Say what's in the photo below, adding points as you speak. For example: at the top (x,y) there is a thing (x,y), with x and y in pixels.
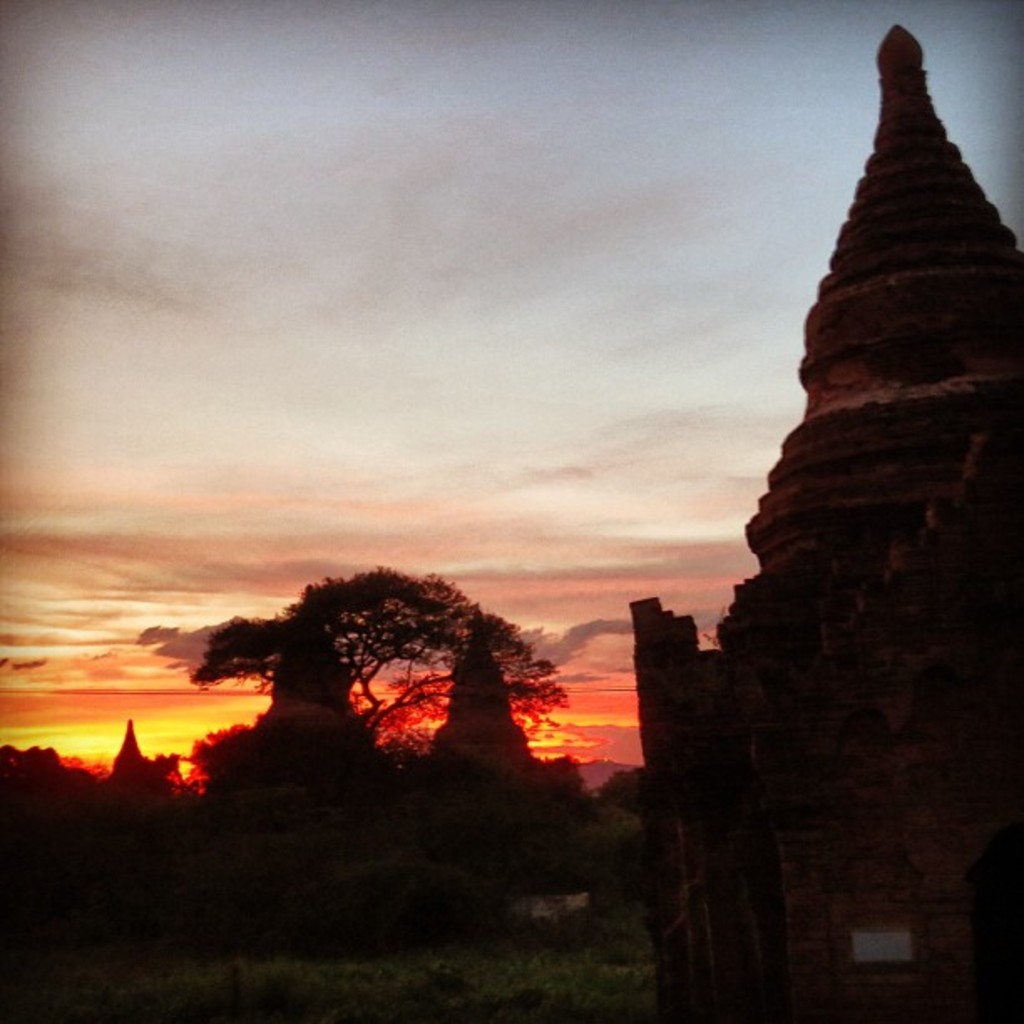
In the background (408,93) we can see the clouds (303,341) in the sky (495,341). In this picture we can see a tree (518,683). It seems like this picture is captured during the evening. Domes (763,501) are visible.
